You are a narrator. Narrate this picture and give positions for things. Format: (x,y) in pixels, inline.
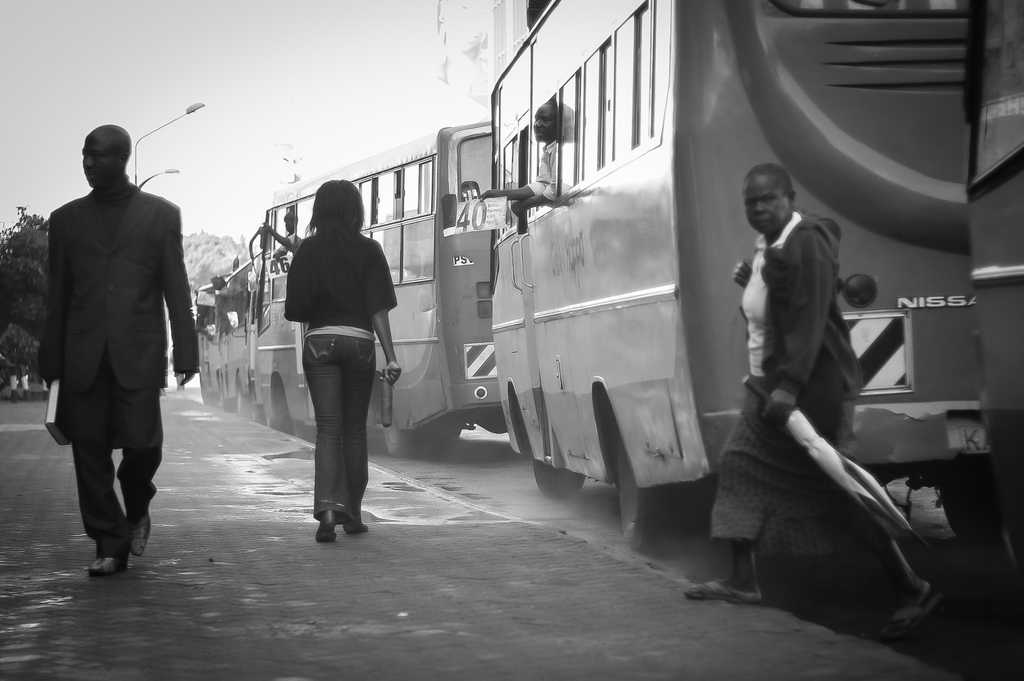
It looks like a black and white image. I can see three people (731,448) walking. I think these are the buses (400,261) on the road (440,457). On the left side of the image (21,333), that looks like a tree (43,244) and the street lights (202,108). I can see few people (537,186) in the buses (440,232).
